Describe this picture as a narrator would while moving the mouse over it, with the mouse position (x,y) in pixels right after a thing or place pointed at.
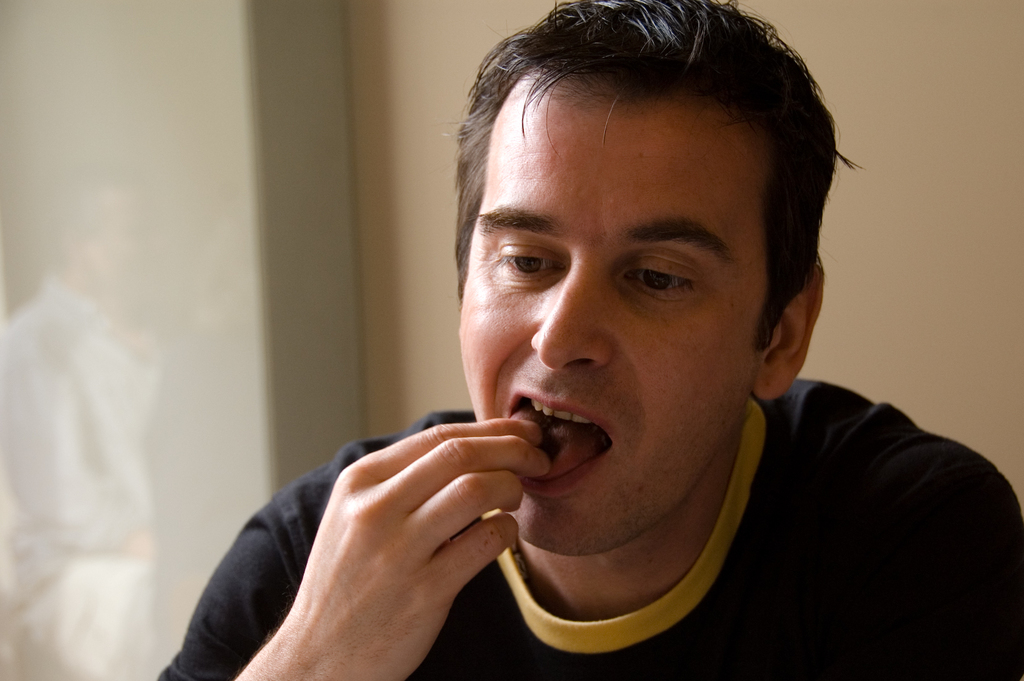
In this image, we can see a man (599,430) is eating some food (550,451). Background (374,135) there is a wall (385,316) and some object (231,307). On the left side of the image (122,451), we can see a reflection (96,458) of a human (65,437).
